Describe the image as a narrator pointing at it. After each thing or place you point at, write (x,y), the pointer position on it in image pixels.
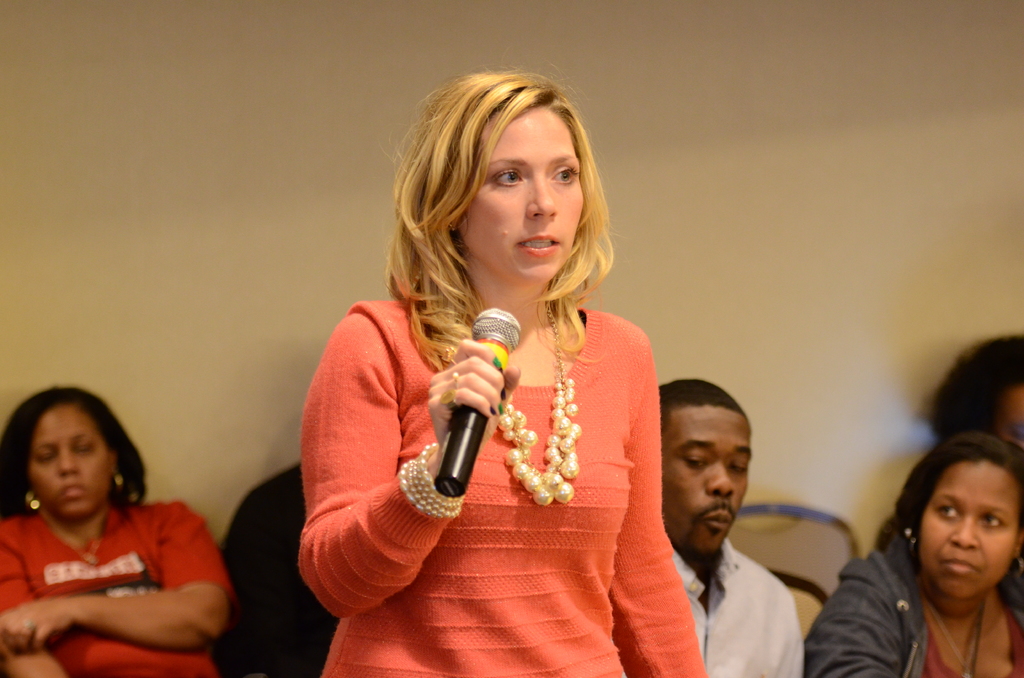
A woman (467,151) with golden hair (478,123) is speaking something. She is holding a microphone (494,325), She wore a necklaces (522,456) and hand bracelet (421,465). People (707,546) around her are listening to her.
